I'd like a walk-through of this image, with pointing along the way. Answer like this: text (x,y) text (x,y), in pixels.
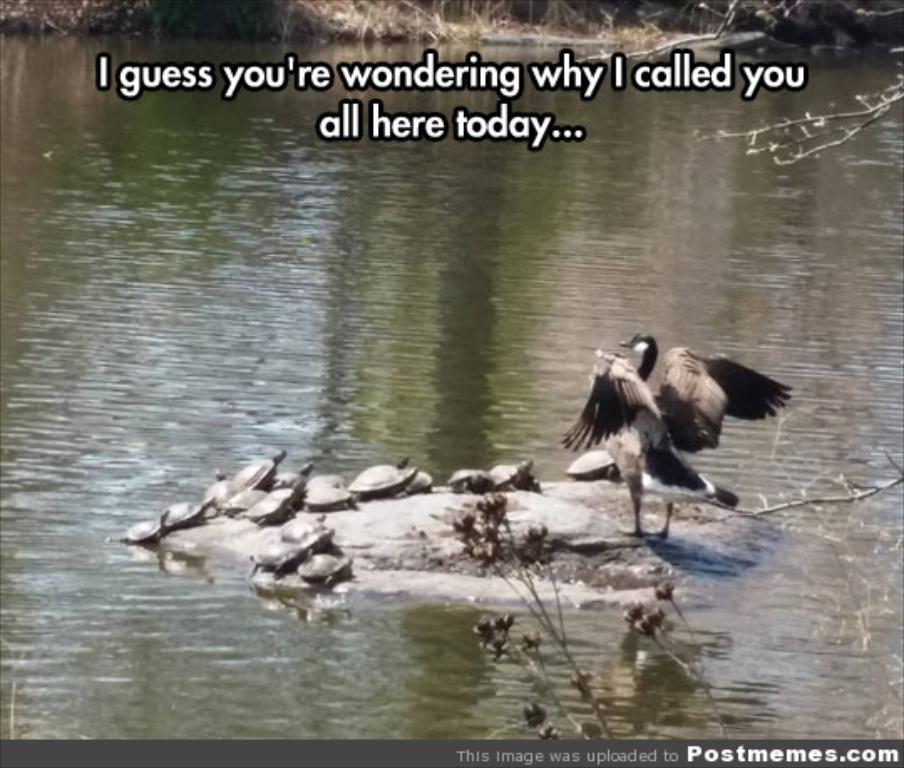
This is the picture of a lake (523,448) in which there are some tortoises (609,471), bird (698,482) on the rock (645,515) and also we can see plants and something written (757,86) on it.
